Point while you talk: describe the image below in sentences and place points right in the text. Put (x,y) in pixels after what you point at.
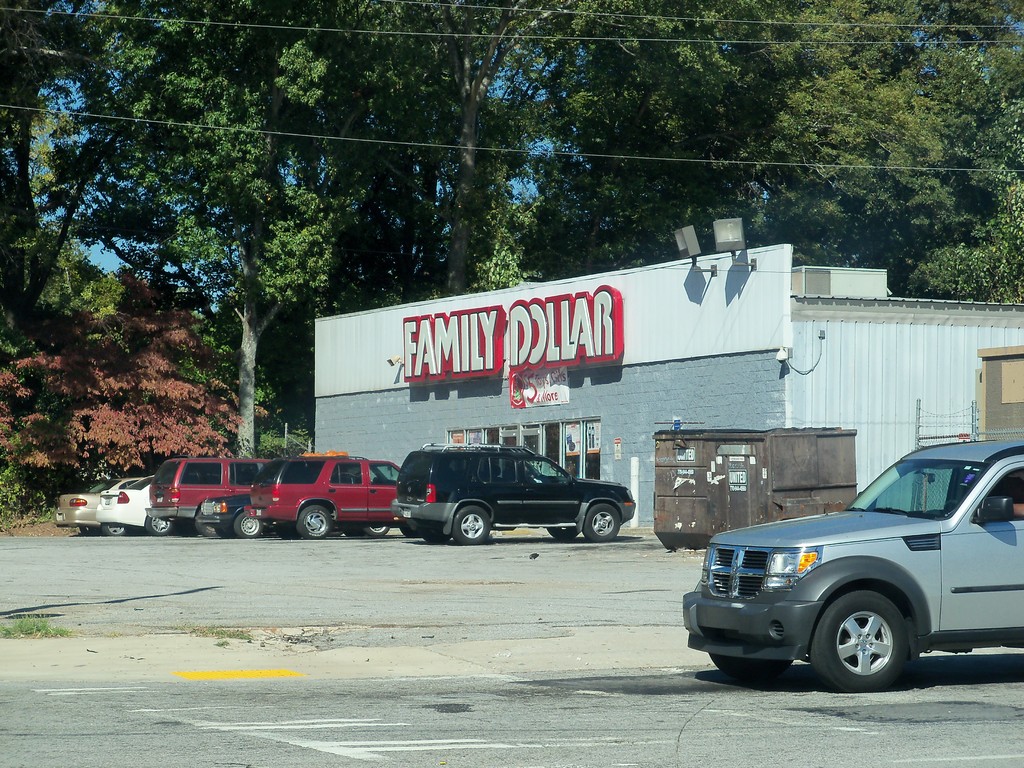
In this picture I can observe some cars (250,469) parked in the parking lot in the middle of the picture (450,503). In front of the cars (369,492) I can observe a building (451,387). In the background (445,67) there are trees (425,92).
